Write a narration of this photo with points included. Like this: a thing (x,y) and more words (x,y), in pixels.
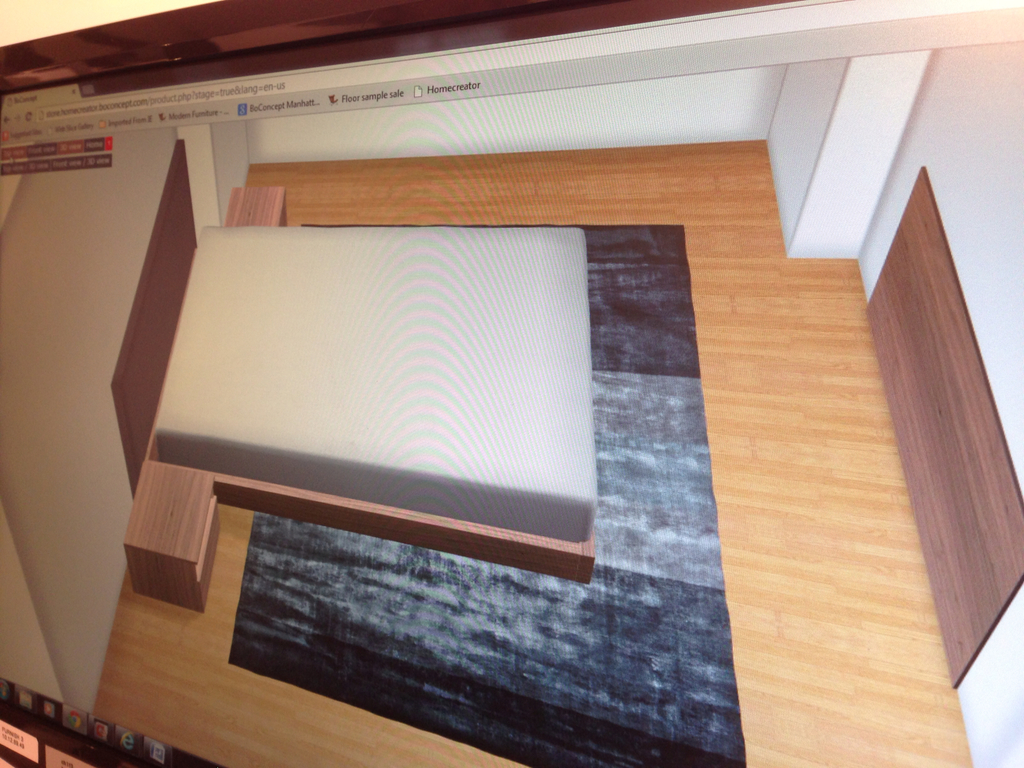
In this image we can see a display screen (558,290).
